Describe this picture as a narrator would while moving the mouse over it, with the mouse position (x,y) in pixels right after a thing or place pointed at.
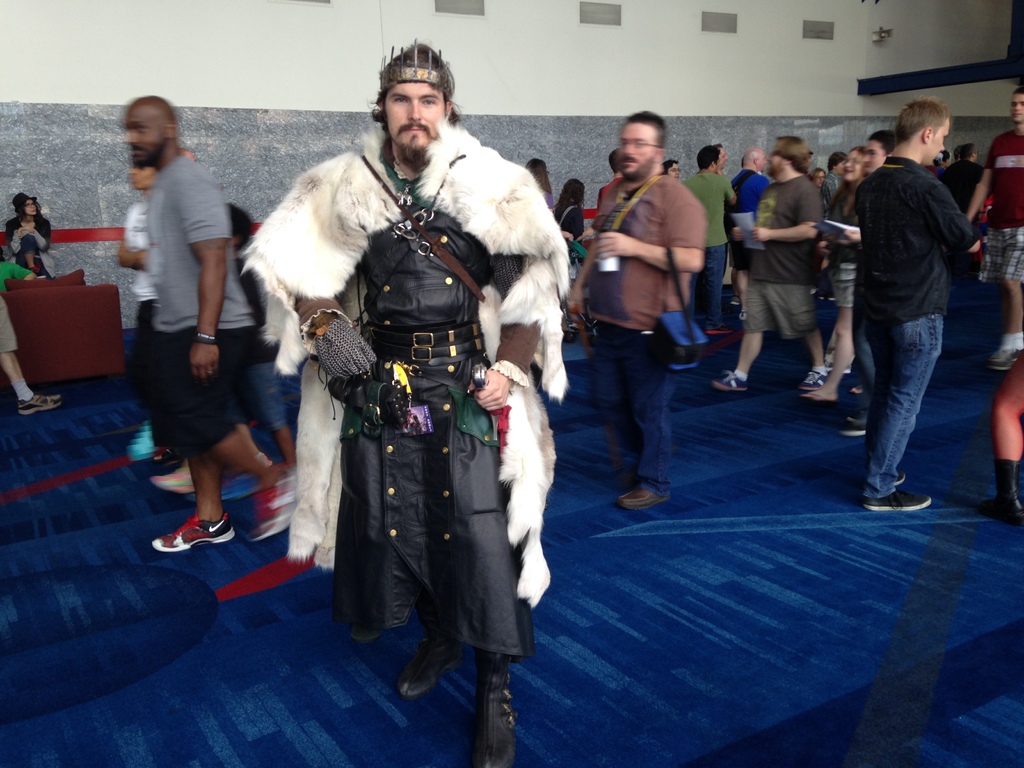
In this picture we can see a man (447,274) wearing black and white costume (447,274), standing in the front (470,618) and giving a pose to the camera. Behind we can see some people (830,238) walking in the hall (74,265). In the background (207,51) there is a white wall (280,72).
